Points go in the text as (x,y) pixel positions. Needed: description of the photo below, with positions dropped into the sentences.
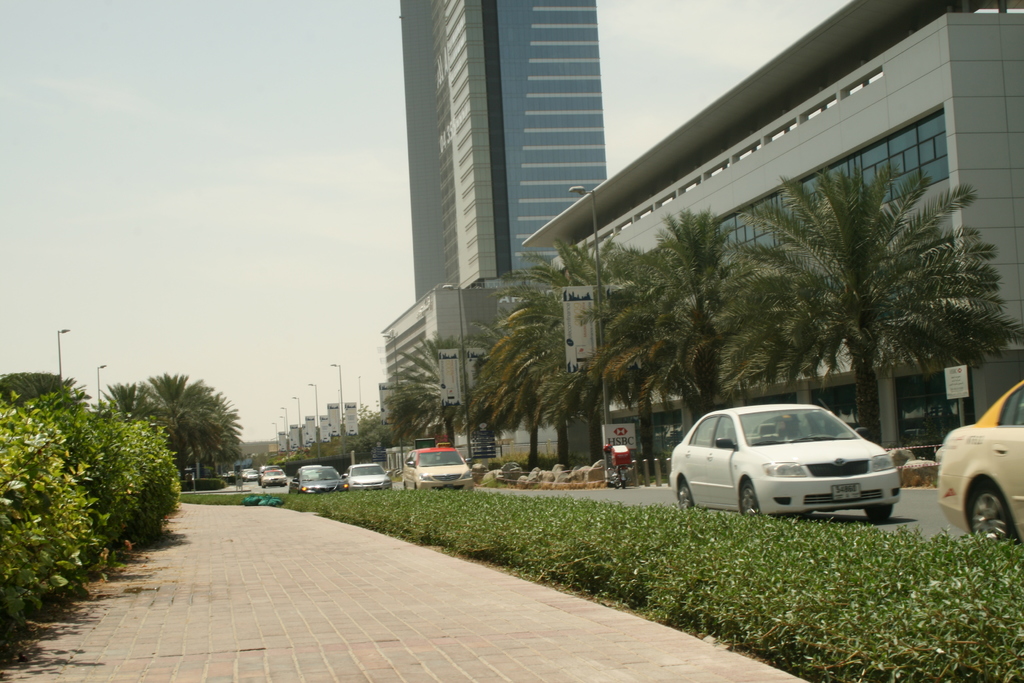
In this image, we can see buildings (745,226), trees (710,353), bushes (102,455), poles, boards (356,406) and there are vehicles (278,479) on the road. At the top (246,139), there is sky (108,276).
